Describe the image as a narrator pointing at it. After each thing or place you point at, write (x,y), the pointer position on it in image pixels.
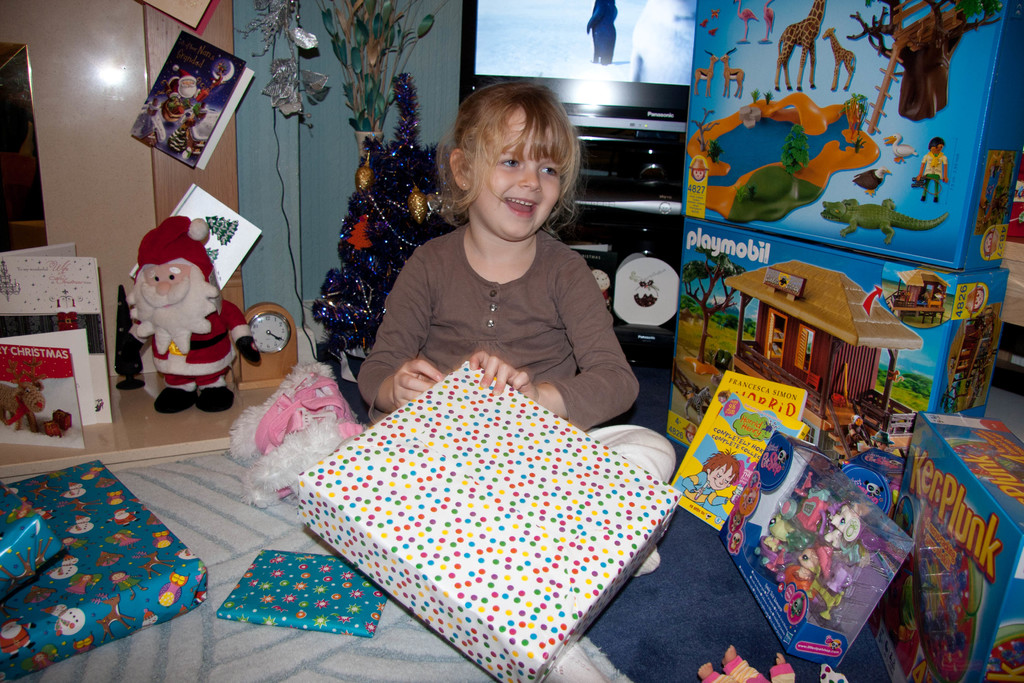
In this picture I can see a girl (498,224) sitting on the floor (661,620) holding a gift box (519,527). I can see some objects (869,270) on the left-hand side (139,342) and right-hand side (905,321). I can see television (600,76) in the background (596,91).
